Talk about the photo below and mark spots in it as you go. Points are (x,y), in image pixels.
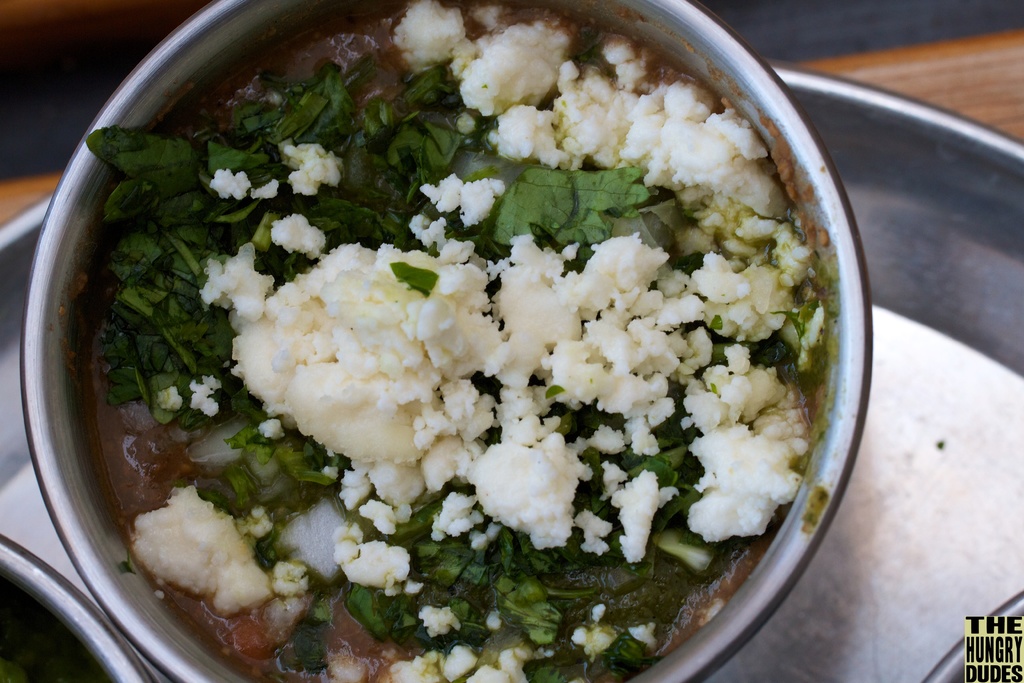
In this image we can see some food item (365,337) which is in bowl (220,35) and there is a plate (959,303) on the surface (946,90).
